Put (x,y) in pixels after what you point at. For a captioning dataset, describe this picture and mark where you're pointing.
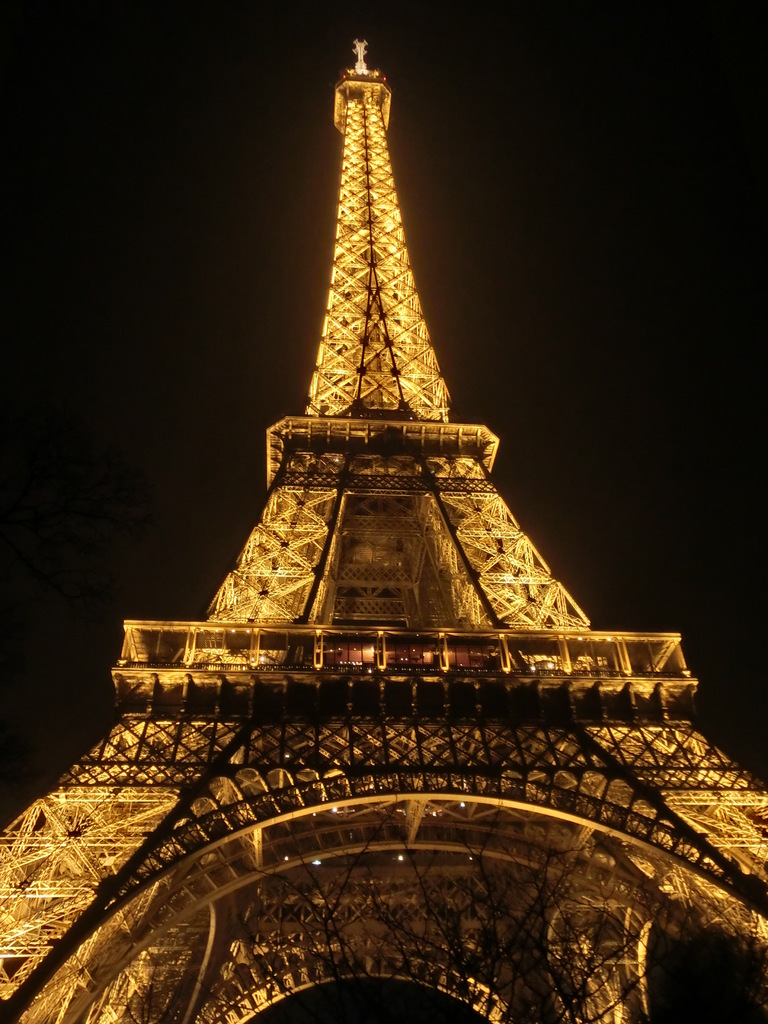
In this picture I can see the Eiffel Tower (272,949) in front (720,860) and I see that it is dark in the background (218,225).
